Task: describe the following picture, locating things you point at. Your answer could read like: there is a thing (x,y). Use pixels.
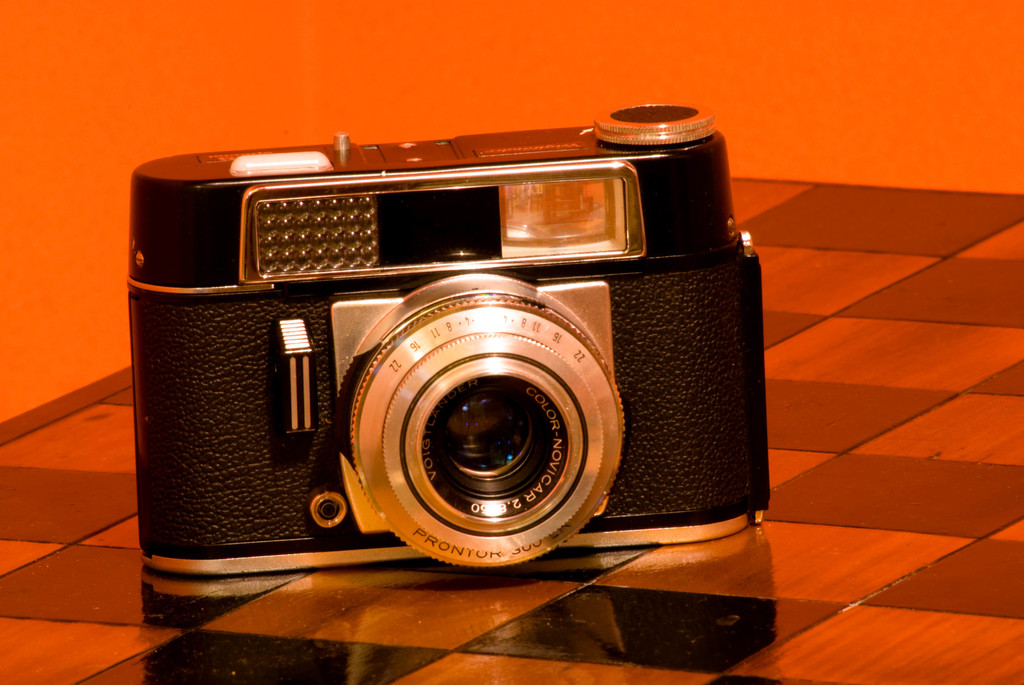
in this picture I can see a black color camera (524,359) and a orange color wall (419,80) on the back (420,33).
